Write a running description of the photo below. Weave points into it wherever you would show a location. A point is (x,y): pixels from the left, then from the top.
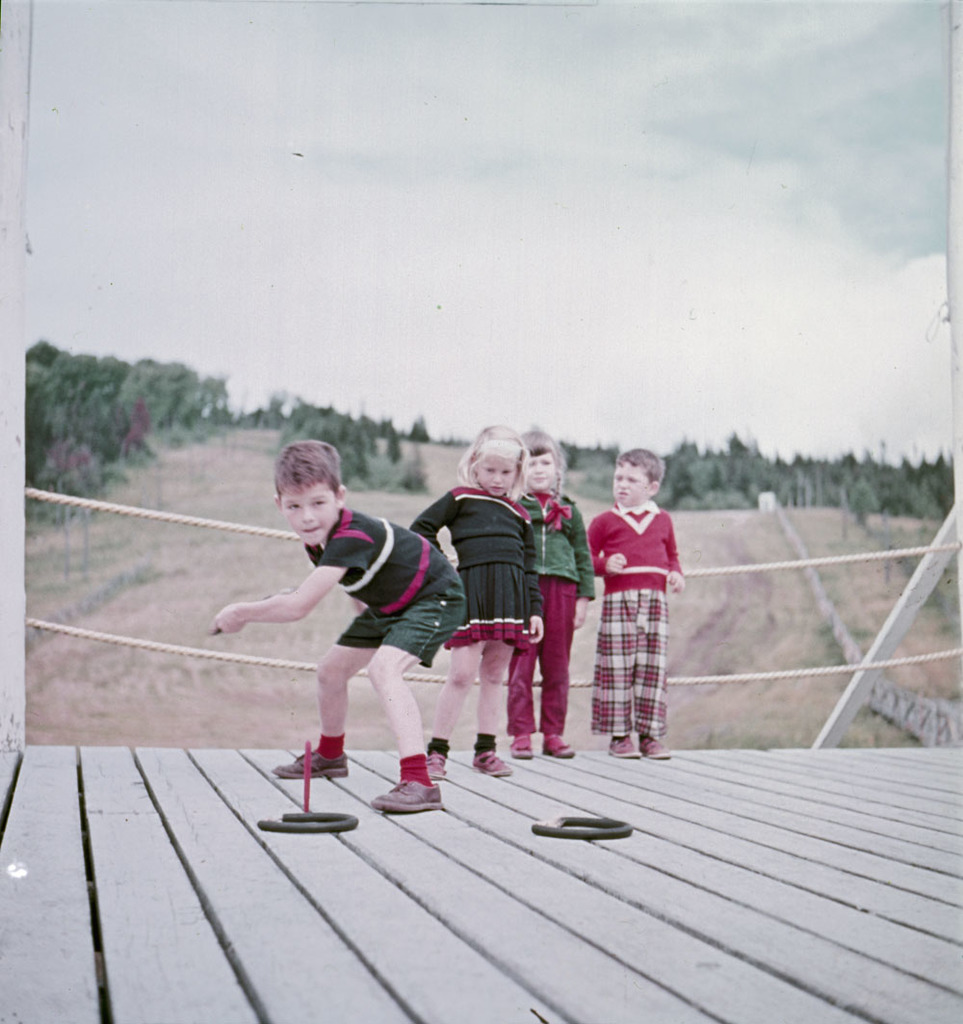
In this image we can see some kids (548,705) standing on the wooden bridge (399,885) playing some game, there are some kids (510,608) leaning to the fencing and at the background of the image (359,428) there are some trees (404,461) and cloudy sky (542,201).
